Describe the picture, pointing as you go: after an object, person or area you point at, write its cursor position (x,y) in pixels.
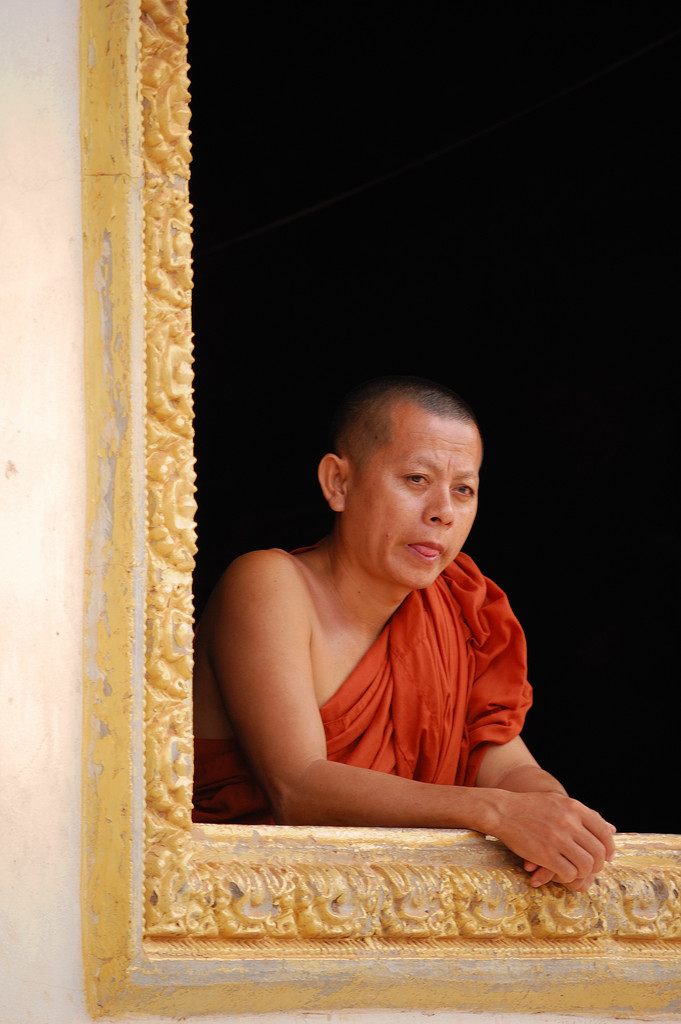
In the center of the picture (335,509) we can see a person (432,720). In the foreground (117,947) we can see wall (60,75), on the wall (65,35) we can see sculptures (169,99).
